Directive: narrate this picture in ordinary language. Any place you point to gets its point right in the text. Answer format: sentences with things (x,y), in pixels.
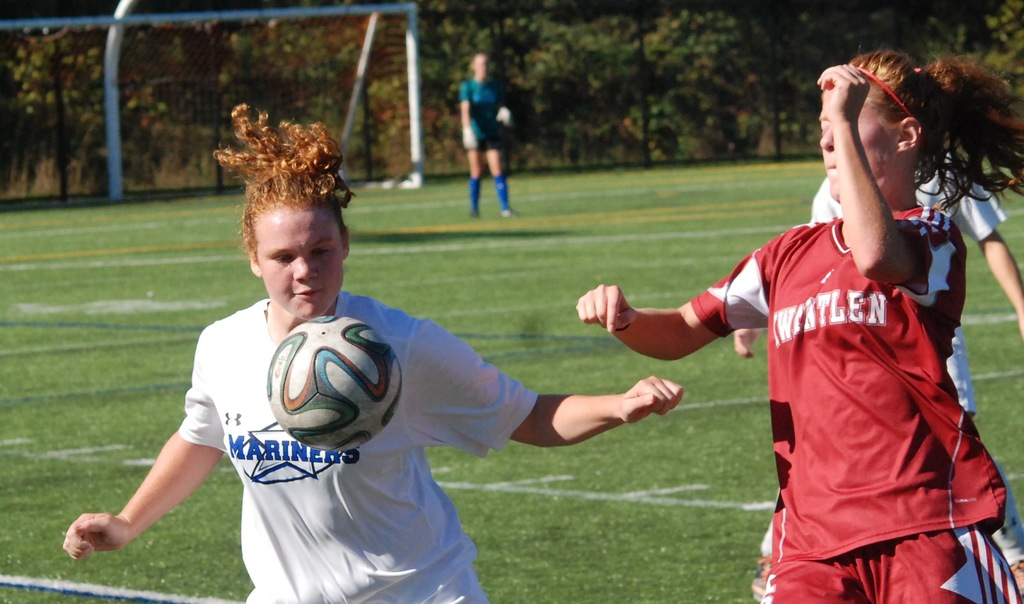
In the center of the image (660,325) we can see three people (434,566) playing football. On the left (298,437) there is a ball (338,395). In the background (241,75) there is a lady (505,201) standing and we can see a net (168,76). There are trees (669,62).
